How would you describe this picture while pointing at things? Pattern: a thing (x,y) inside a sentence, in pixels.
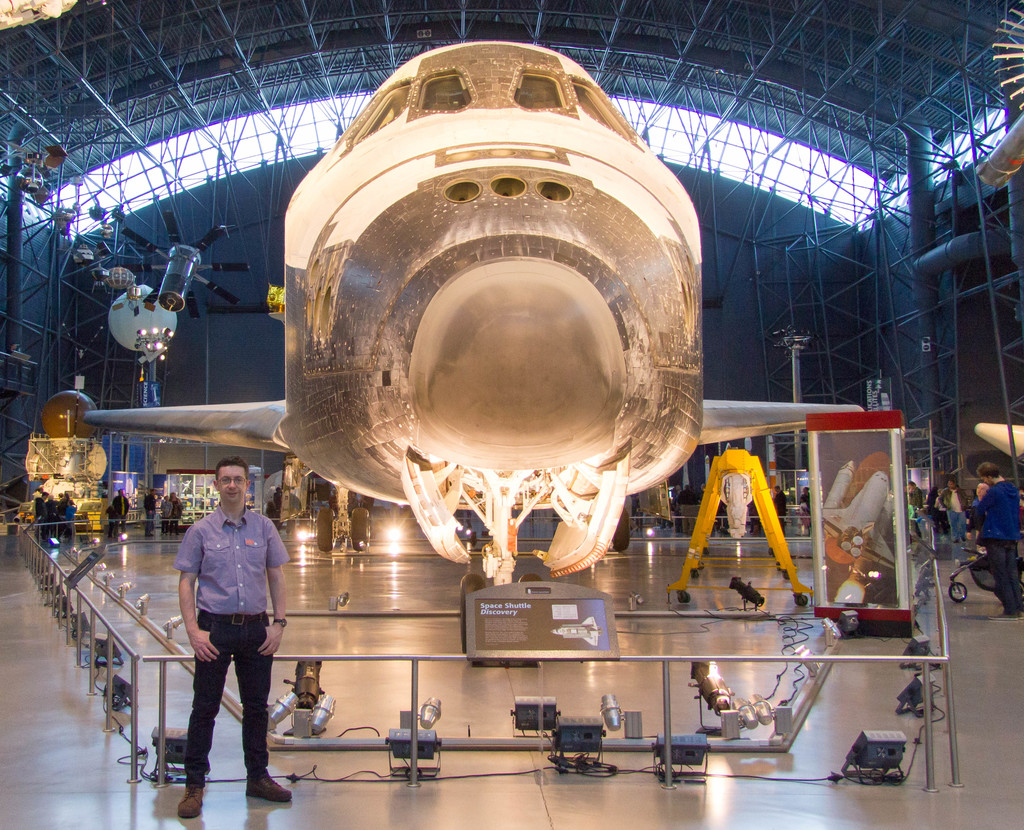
In this image I can see a person (221,562) wearing shirt (228,545) and black color pant (215,684) is standing. I can see the metal railing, few lights (294,732), a banner (885,477) and an aircraft (521,412) which is gold in color on the ground (547,546). In the background (731,58) I can see few persons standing on the ground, the ceiling (527,20), number of metal rods (124,450), few lights (156,340), few objects (121,340) hanging in the air and the sky (83,218) through the ceiling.
